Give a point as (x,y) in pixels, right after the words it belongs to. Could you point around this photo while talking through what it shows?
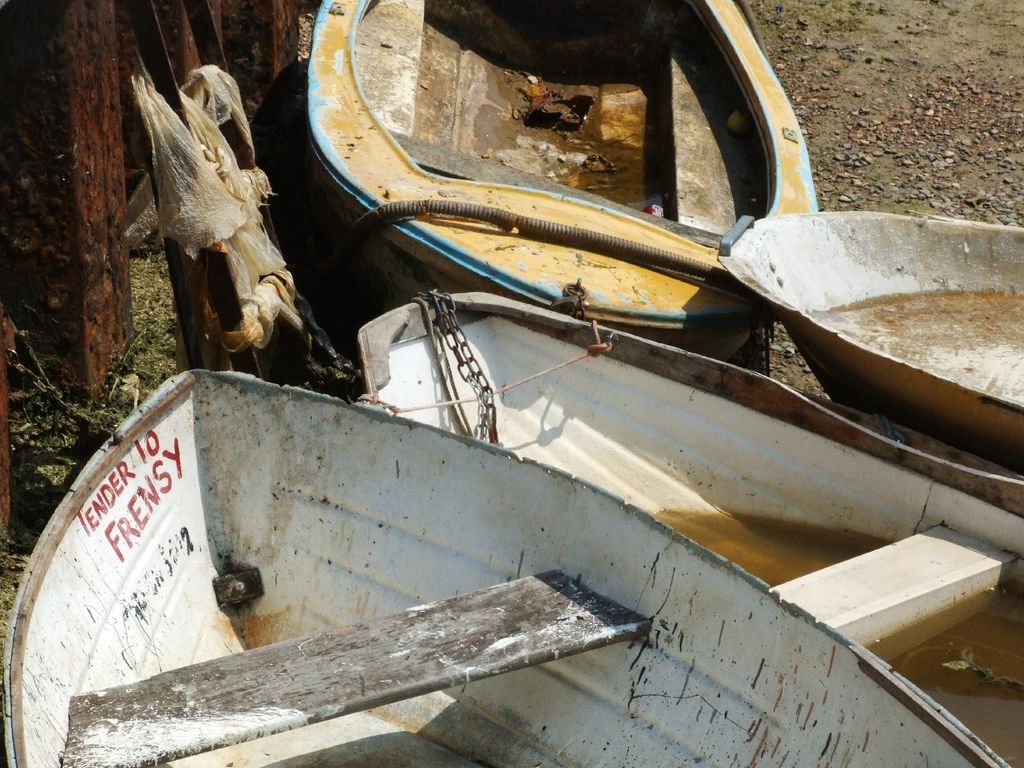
In this image we can see boats (395,374) on the ground (801,381).
